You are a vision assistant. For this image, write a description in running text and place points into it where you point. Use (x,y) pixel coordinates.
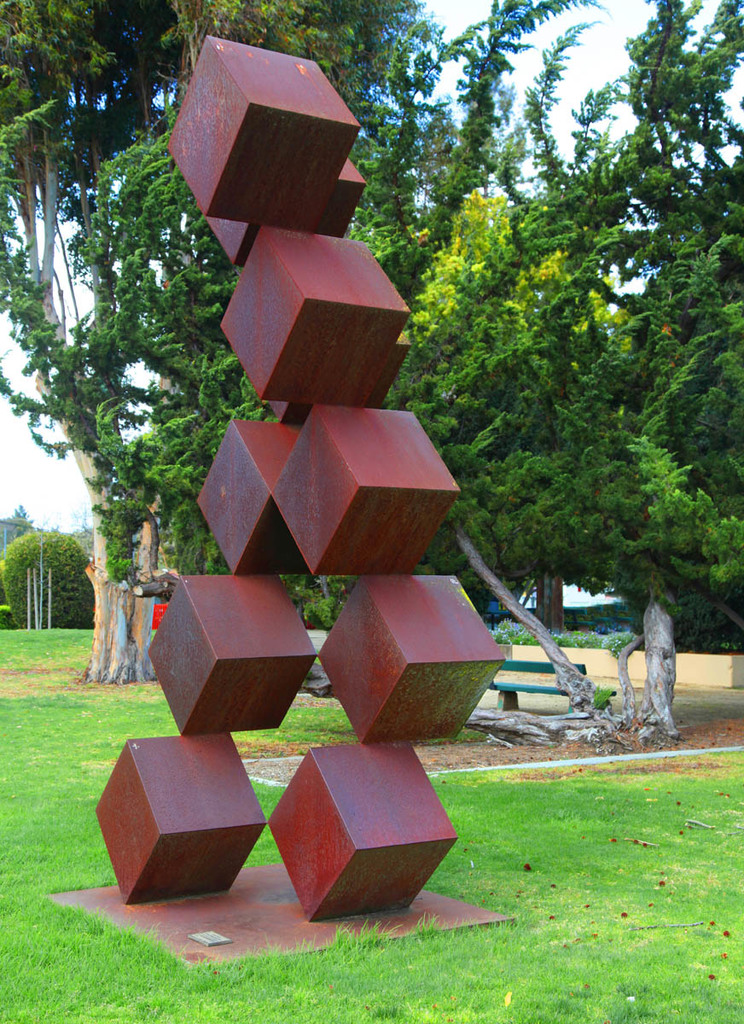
In this image I see the green grass (17,1001) and I see the square things (245,117) over here which are of maroon in color and in the background (401,279) I see the trees (668,60) and I see the sky (5,348) and I see a bench (525,684) over here.
